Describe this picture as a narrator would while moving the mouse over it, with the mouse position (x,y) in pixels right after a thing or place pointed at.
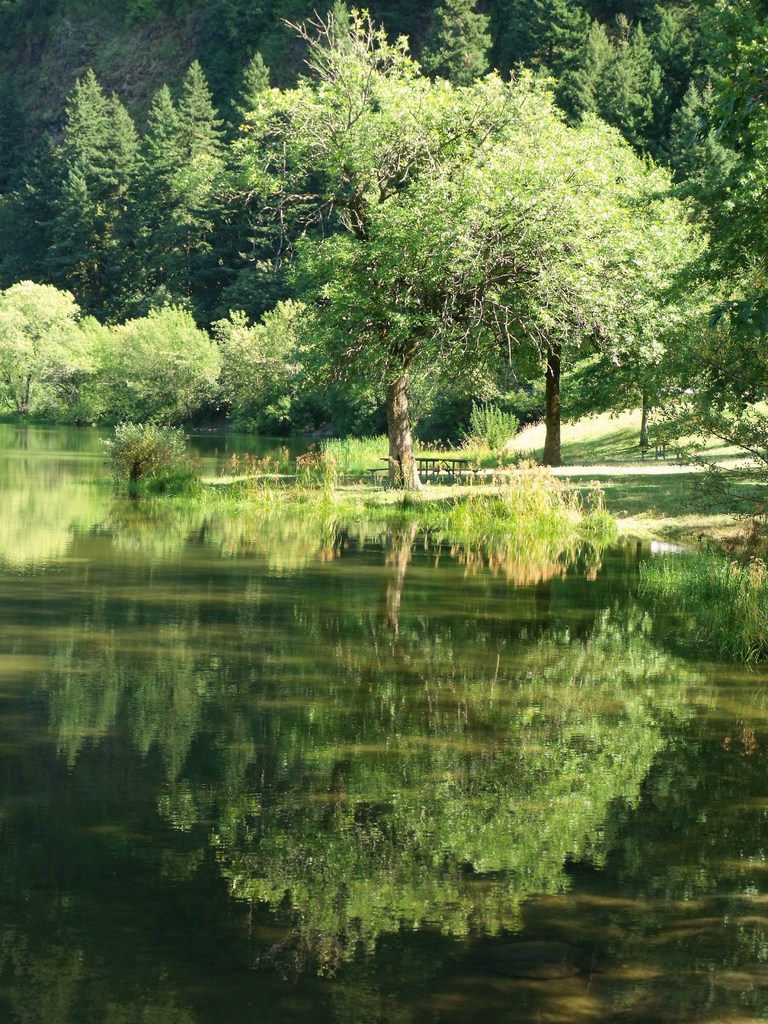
This picture might be taken from forest (435,121). In this image, in the background (491,235), we can see some trees (114,396) and plants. At the top (489,145), we can see trees (397,423), at the bottom (502,780), we can see a water (404,746) in a lake (326,782).
